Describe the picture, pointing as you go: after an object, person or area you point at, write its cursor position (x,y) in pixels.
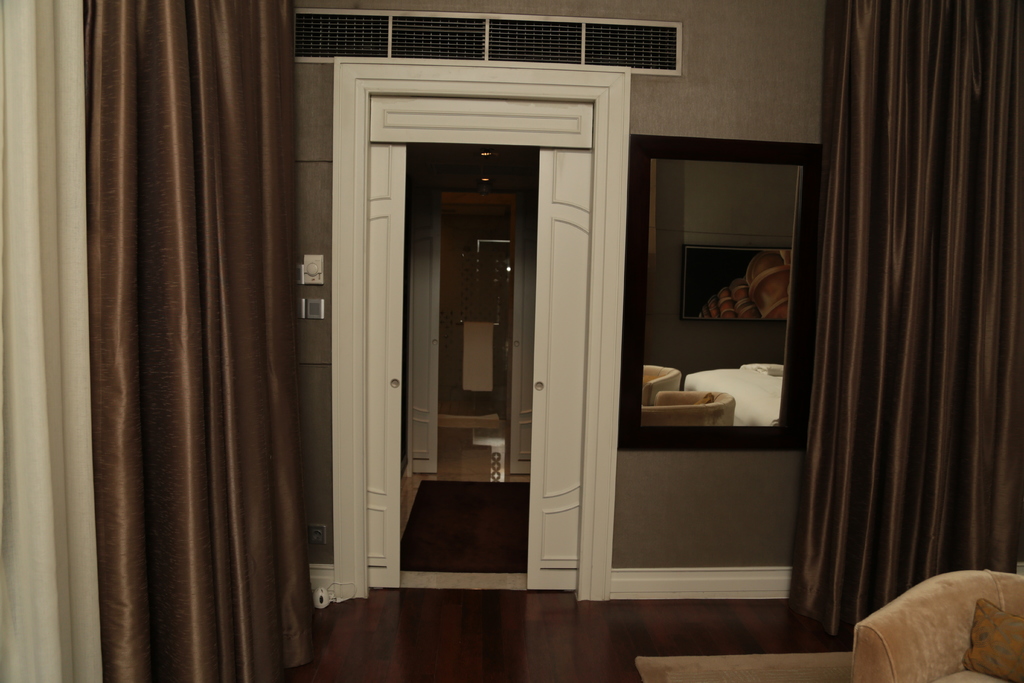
In this image we can see the 2 doors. And we can see the curtains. And we can see the sofa (870,657). And we can see the towel (487,349) and floor mat (464,493). And we can see the mirror (680,141).
